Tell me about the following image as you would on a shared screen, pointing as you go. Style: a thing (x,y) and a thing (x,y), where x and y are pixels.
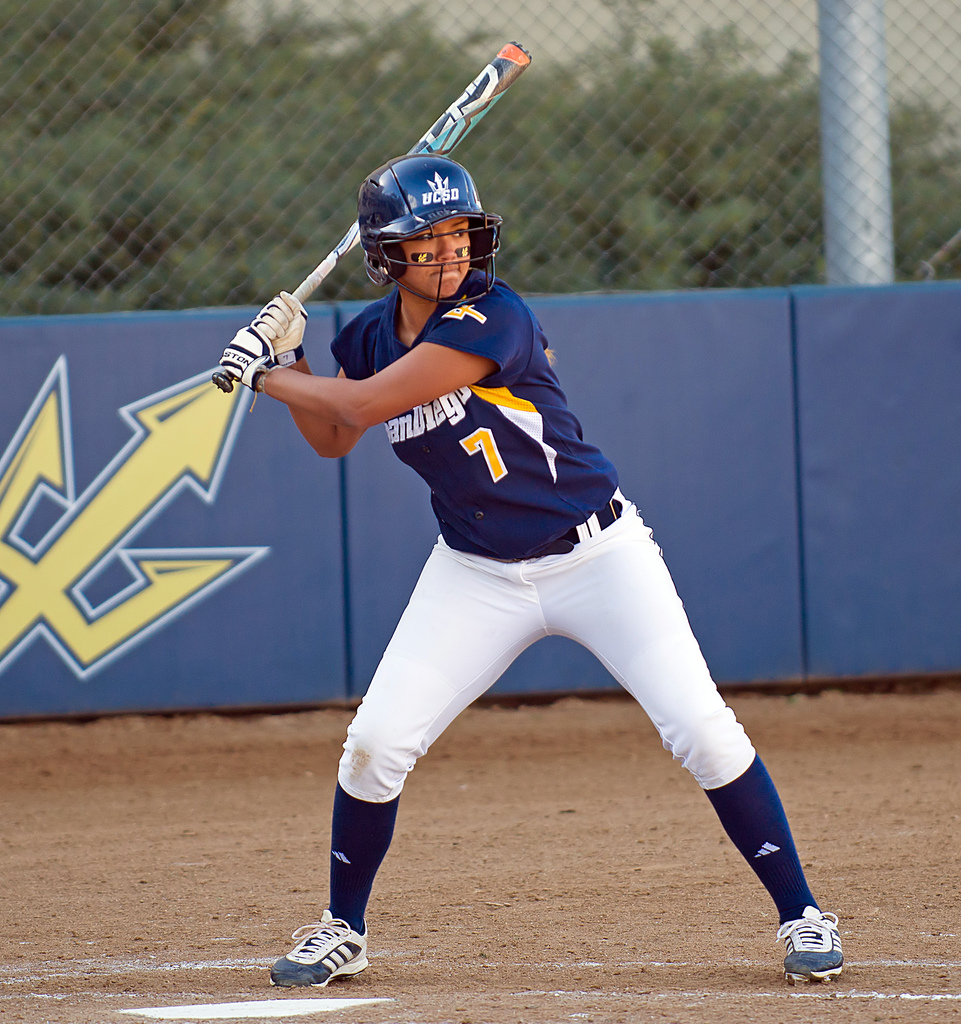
In this image we can see a person (542,622) with sports uniform (469,468) wearing a helmet (412,222) and holding a baseball bat (461,112) on the ground (472,855), in the background (663,455) it looks like a banner (160,483) with design (116,489), and there is a fence (610,107), an iron pole (855,145) and trees (739,115).
